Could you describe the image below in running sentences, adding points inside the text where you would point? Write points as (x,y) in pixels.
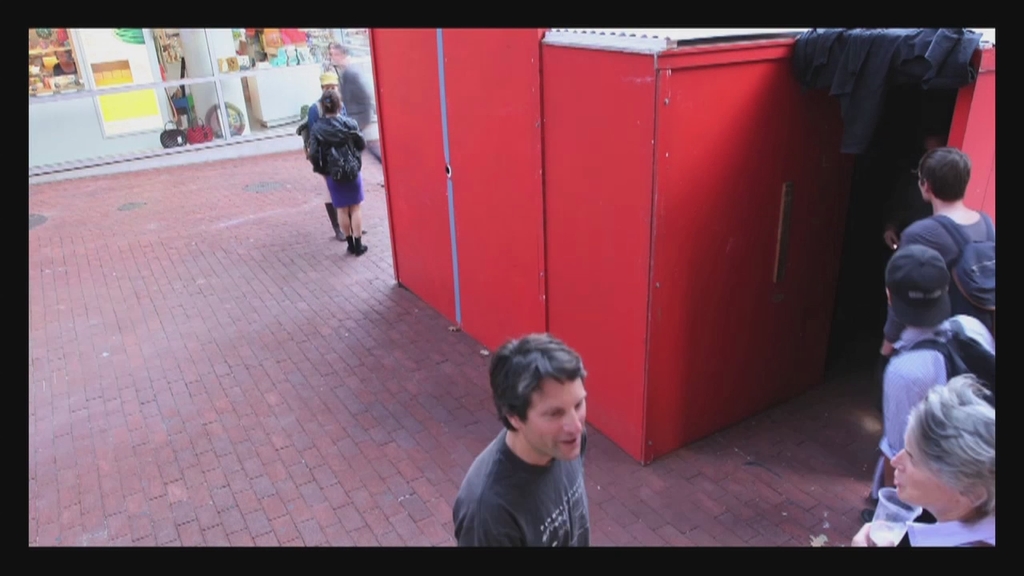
In this picture we can see a few people (492,541) on the path (254,478). We can see a red object (683,355). There is a black cloth (852,91) on the top right (852,92). We can see a few bags (170,145) and other colorful objects (50,36) in the building (209,94).
